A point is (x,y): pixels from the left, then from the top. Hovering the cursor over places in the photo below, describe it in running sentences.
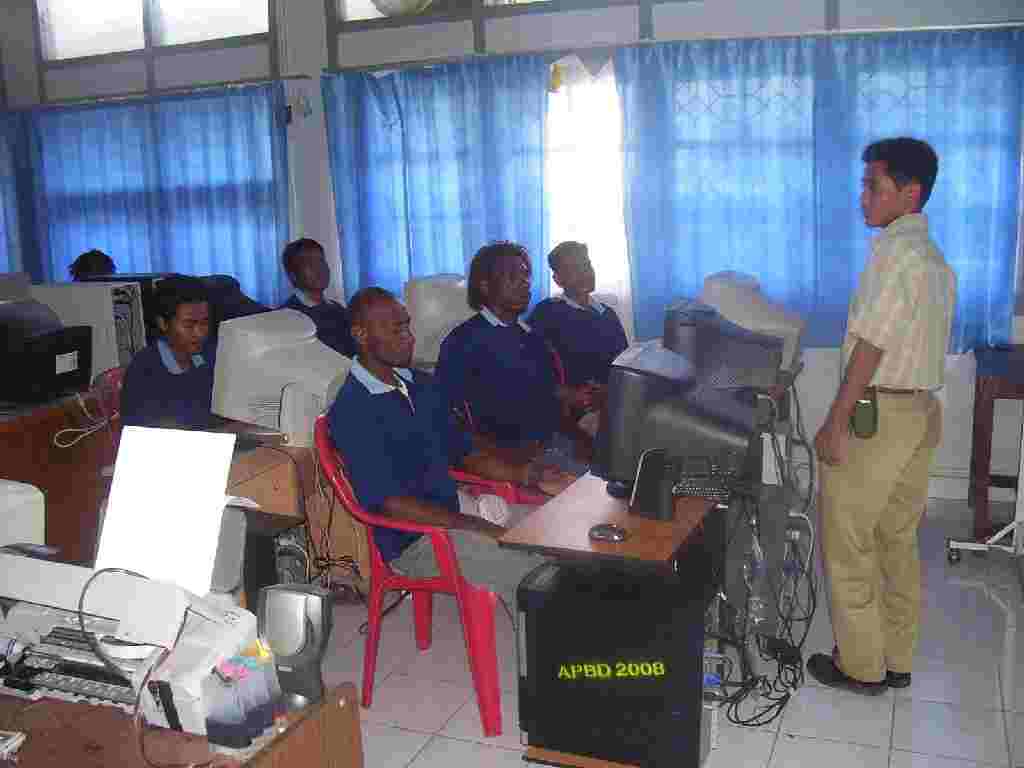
Here in this picture we can see the five men (310,275) are sitting in front of monitor (671,407). They are wearing blue t-shirts (459,410). They are sitting on the red color chair (431,535). These monitors (620,456) are on the desk (577,505). To right corner (906,363) there is man (884,428) standing. And also we can see the blue curtains (726,181) to the windows (656,220). To the left most corner (140,651) there is a printer (144,584), in front of printer (130,595) there is a speaker (286,621). And we can also see a table (997,376) to the right most corner (1001,380).
